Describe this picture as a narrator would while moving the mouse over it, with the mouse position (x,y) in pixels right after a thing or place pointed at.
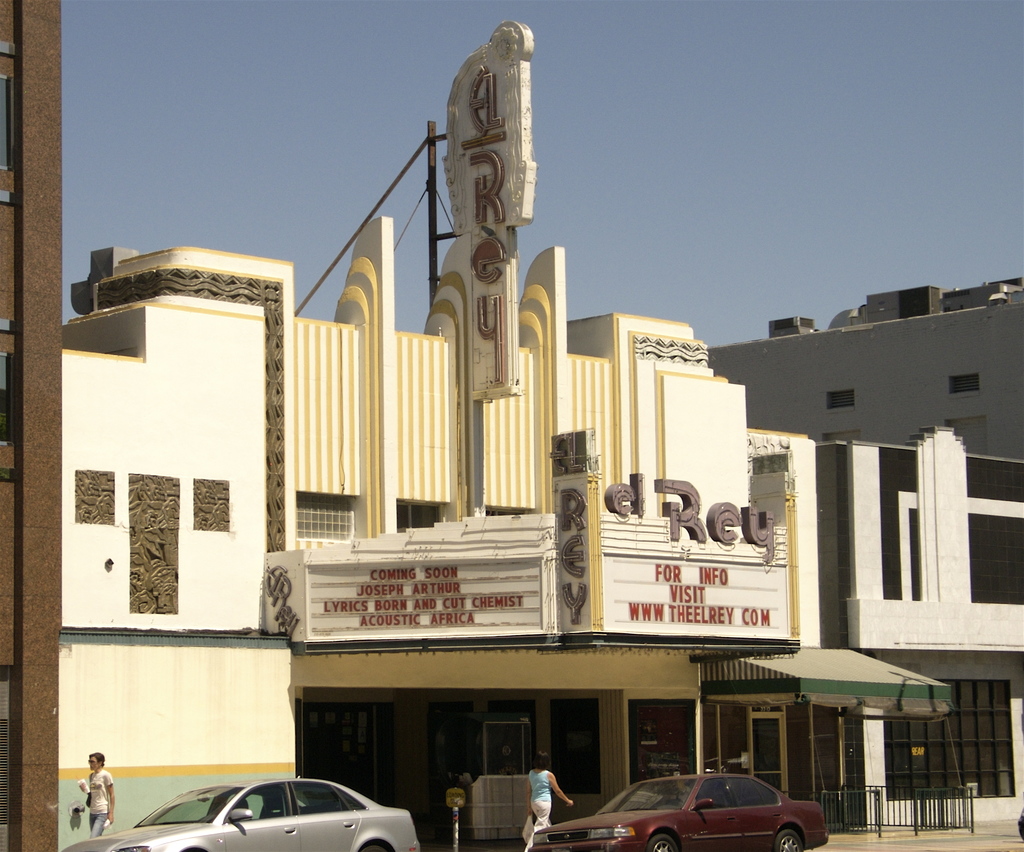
In this image I can see few cars (127,839) and people (98,763) on the road (749,851), beside that there are few buildings (899,550).
